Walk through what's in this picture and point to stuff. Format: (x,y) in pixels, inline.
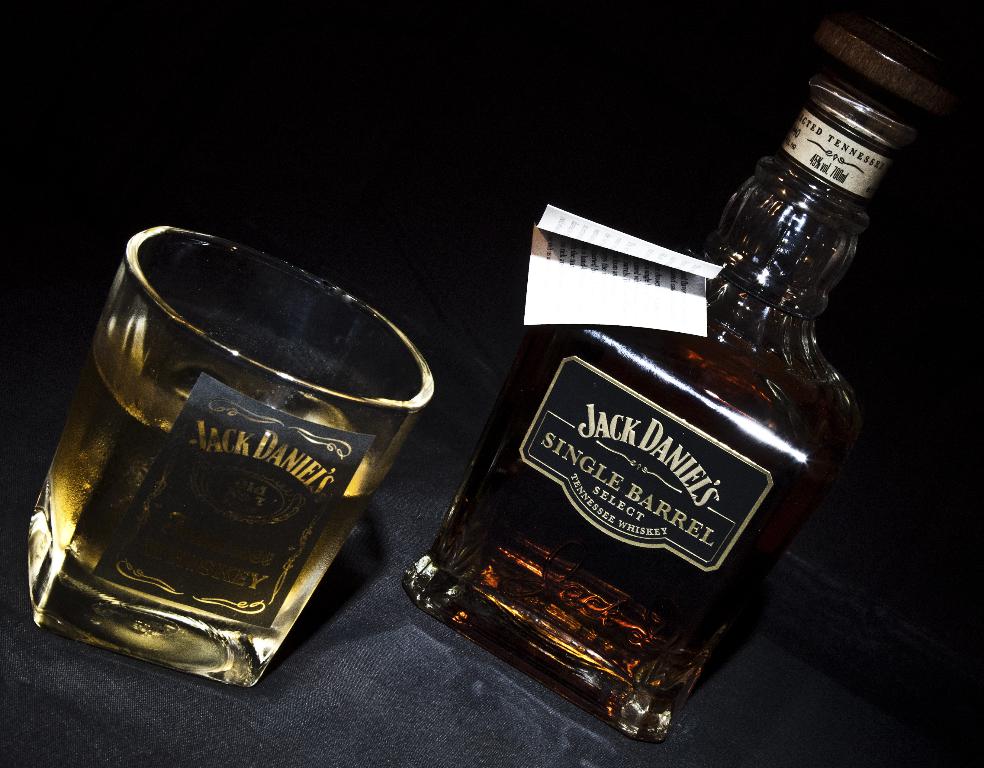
In this picture we can see bottle (720,299) attached with paper (546,310) and glass (159,430) with drink (130,462).
